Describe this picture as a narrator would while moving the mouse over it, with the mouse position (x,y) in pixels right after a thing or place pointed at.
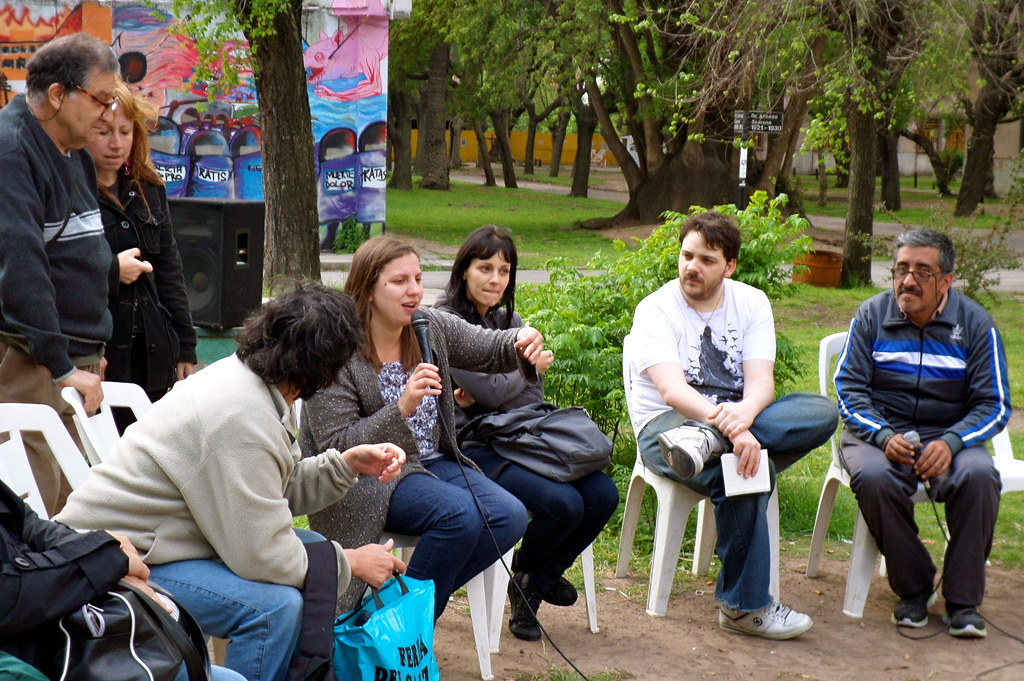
In this image we can see a group of people (530,483) and among them few people (134,467) are holding objects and there are few chairs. Behind the persons (730,339) we can see speaker (254,206), banner (333,143), grass (566,216), a group of trees (617,218), plants (674,231) and buildings (416,139).
